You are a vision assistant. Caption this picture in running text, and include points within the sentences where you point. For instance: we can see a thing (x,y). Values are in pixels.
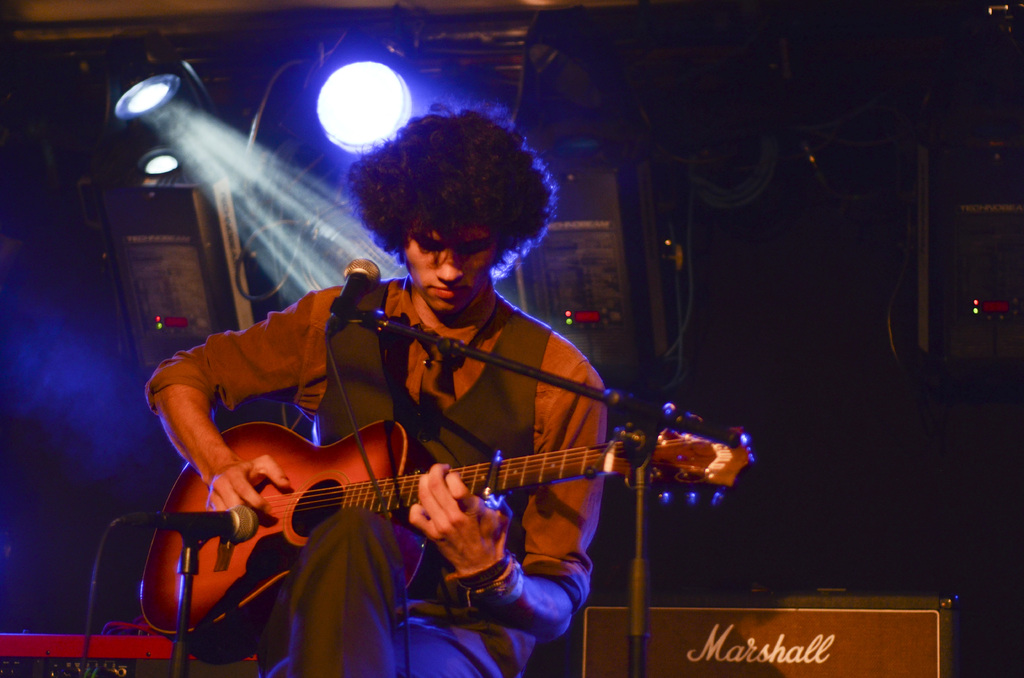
In this picture there is a man (565,369) sitting, holding and playing a guitar (312,491). In front of him there are two microphones (176,521) and stands (641,554). Beside him there is a box (743,650) on which text (773,650) "Marshall" is written on it. In the background (171,258) there are cables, spotlights (330,85) and boxes (169,241).
